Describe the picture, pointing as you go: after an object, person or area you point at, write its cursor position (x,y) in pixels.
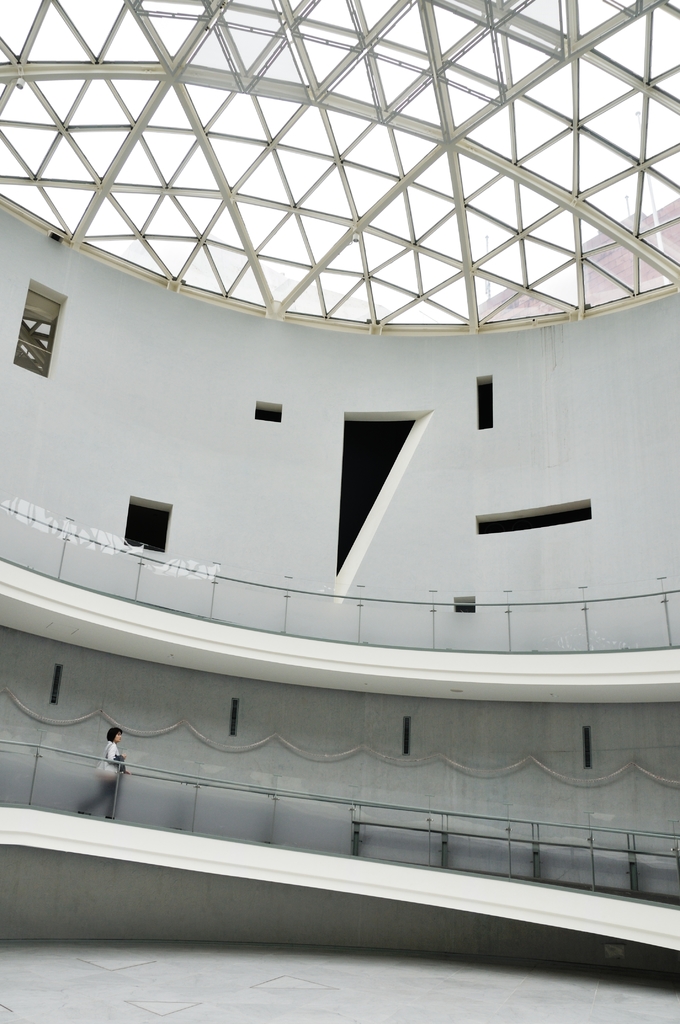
In the image we can see there is a woman (112,765) standing on a ramp (115,840) and there is a building (350,435).
